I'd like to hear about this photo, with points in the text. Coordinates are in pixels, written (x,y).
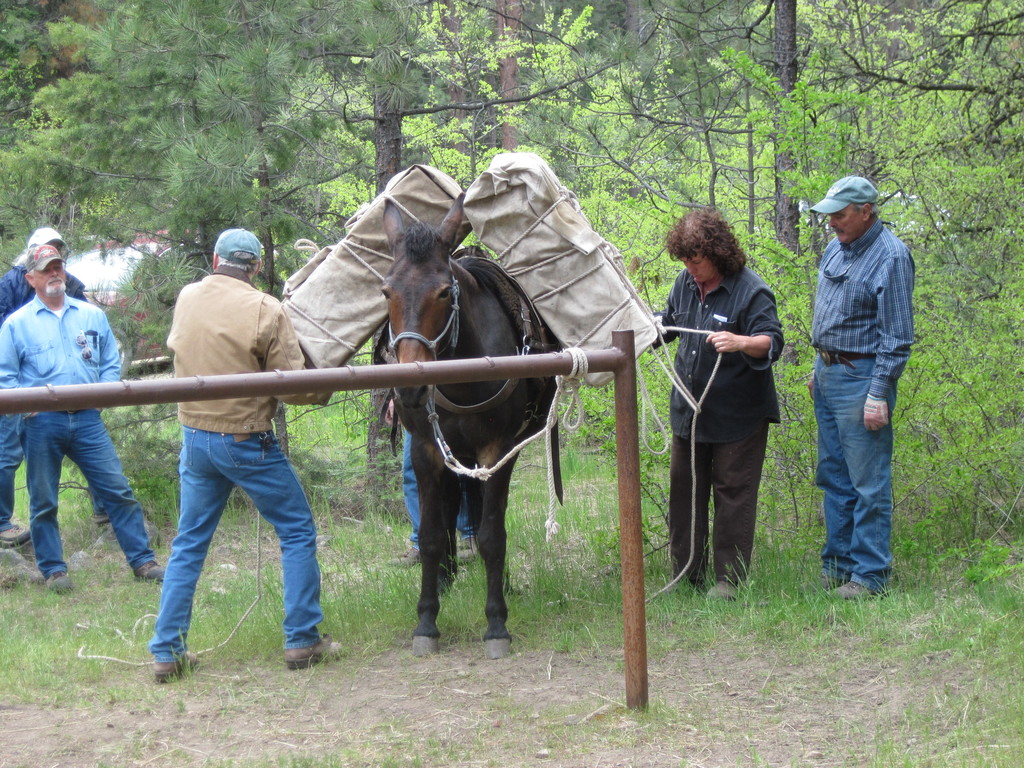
In this image we can see a few people (237,338) standing, there is an animal (415,322), on the animal (486,332) we can see some objects (588,284) and a stand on the ground (594,542), in the background (450,94) we can see some trees (361,450).
